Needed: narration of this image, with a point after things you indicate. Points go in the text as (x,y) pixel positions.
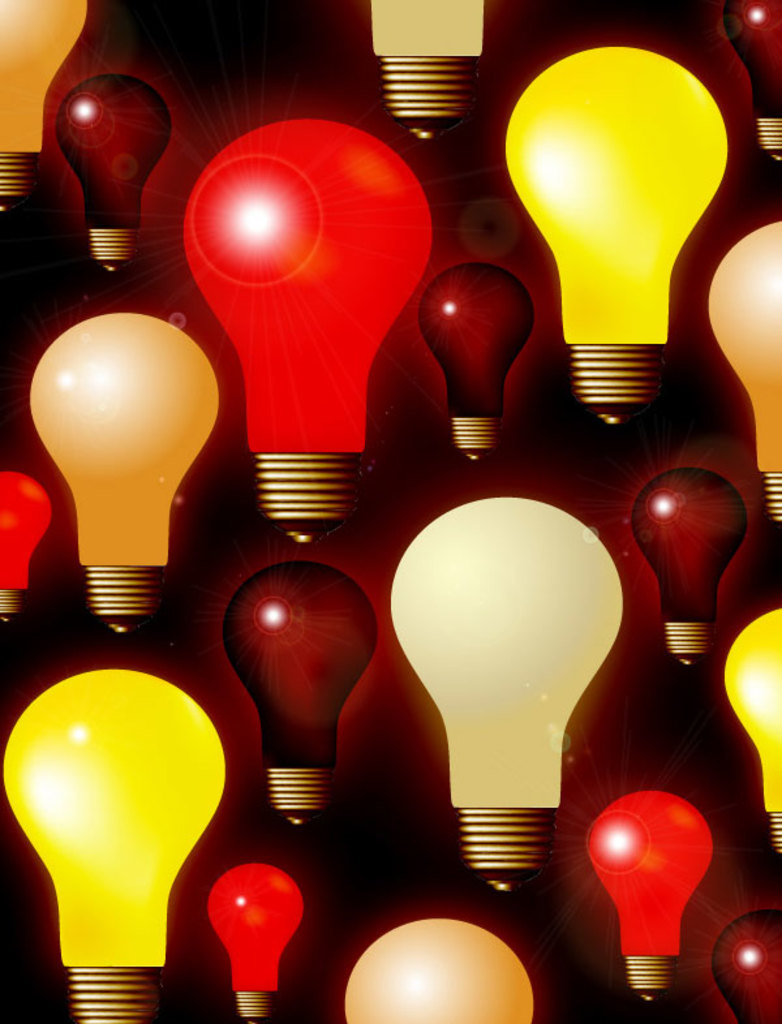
This is an animated picture. I can see colorful bulbs (495,761).
